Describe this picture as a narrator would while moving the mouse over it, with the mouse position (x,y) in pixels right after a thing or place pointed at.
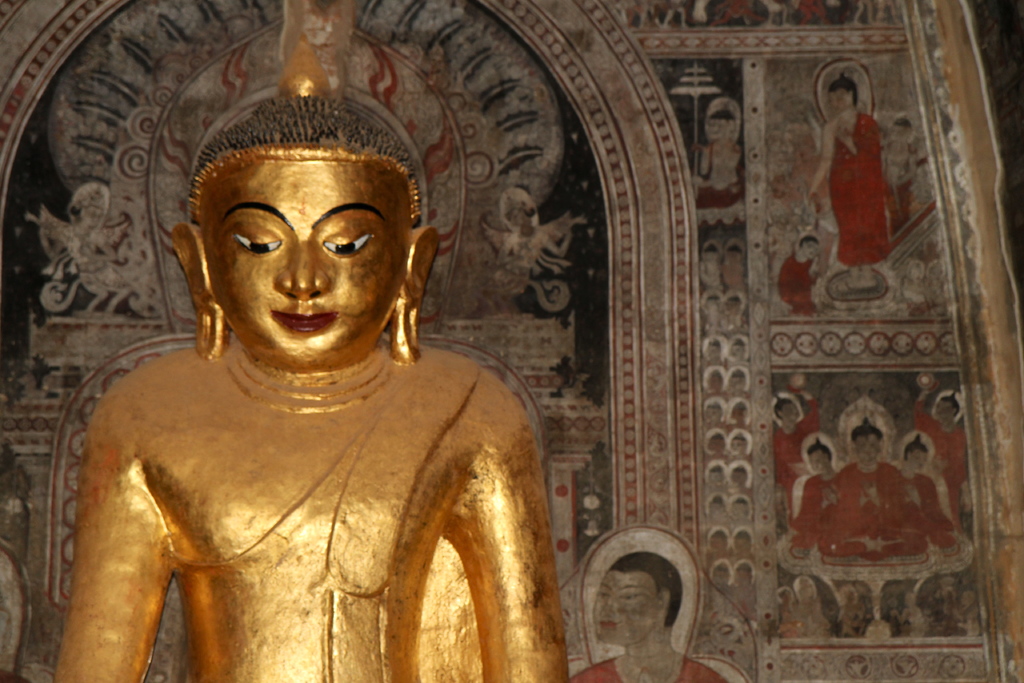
In this image there is a sculpture of Gautama Buddha (278,466). Behind the sculpture (356,479) there is a wall (784,241). There are paintings (120,178) on the wall (836,600).
